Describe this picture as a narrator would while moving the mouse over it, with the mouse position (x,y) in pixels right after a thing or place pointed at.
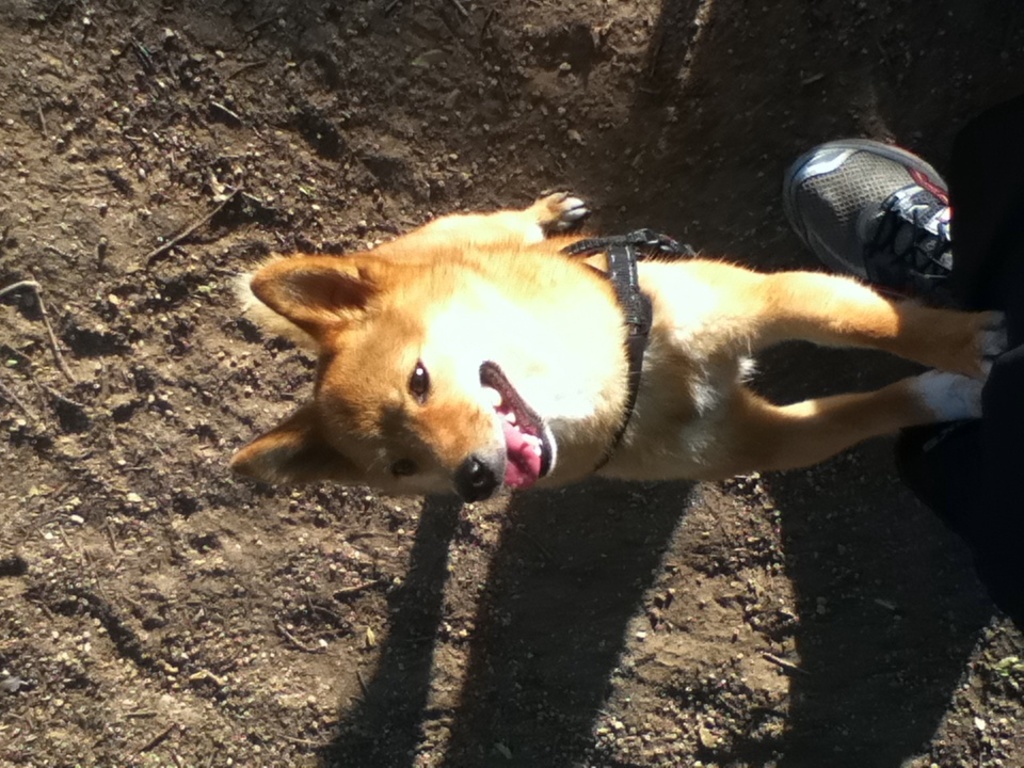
In the picture I can see a dog (542,373) is wearing a dog neck belt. On the right side (901,228) I can see a shoe (895,209).
